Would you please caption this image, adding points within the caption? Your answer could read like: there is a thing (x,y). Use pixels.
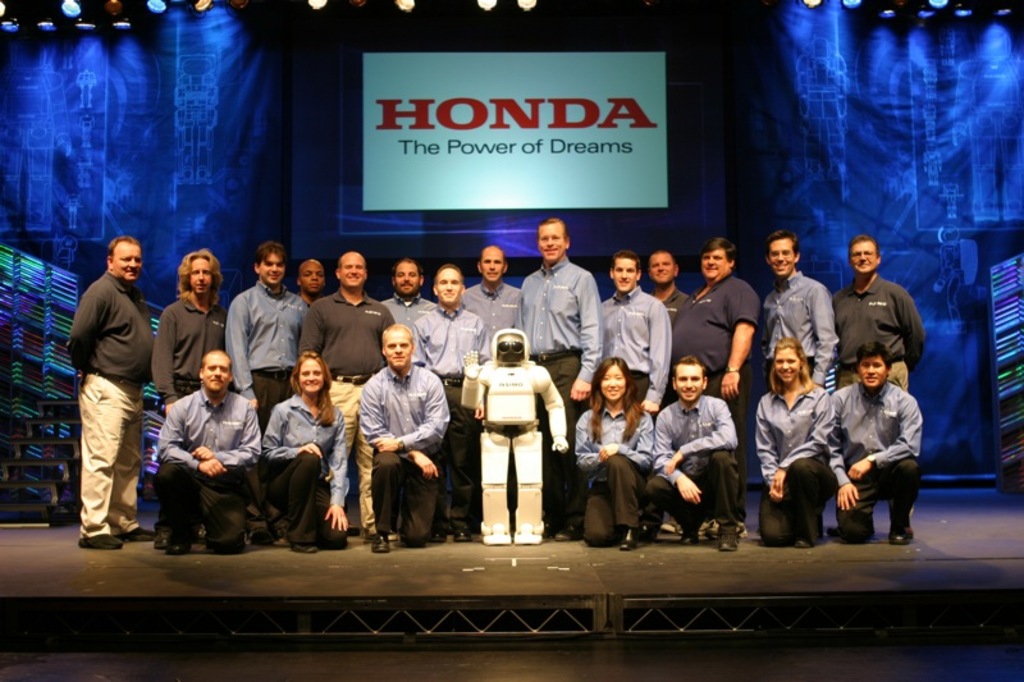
This image consists of many persons (425,425). In the middle (500,439), there is a robot (524,471). At the bottom (246,608), there is a dais (471,620). In the background (401,134), we can see a screen (515,123). At the top (316,1), there are lights (482,9). The background (1004,138) is blue in color.
